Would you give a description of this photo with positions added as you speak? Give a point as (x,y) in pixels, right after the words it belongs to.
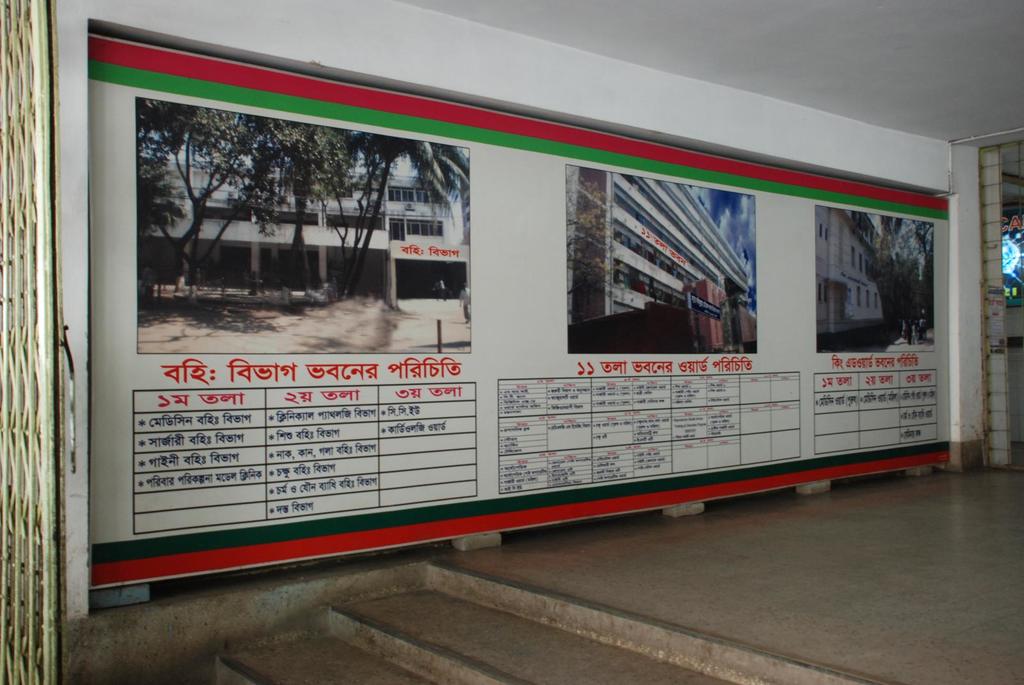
In this picture we can observe three photographs (354,270) fixed to the wall (474,283). We can observe three table (409,456) in which some information (677,436) written in them. We can observe red color words (450,373) on the wall (523,333). On the left side (56,421) there is a gate (22,445) and we can observe stairs (470,646) here.
